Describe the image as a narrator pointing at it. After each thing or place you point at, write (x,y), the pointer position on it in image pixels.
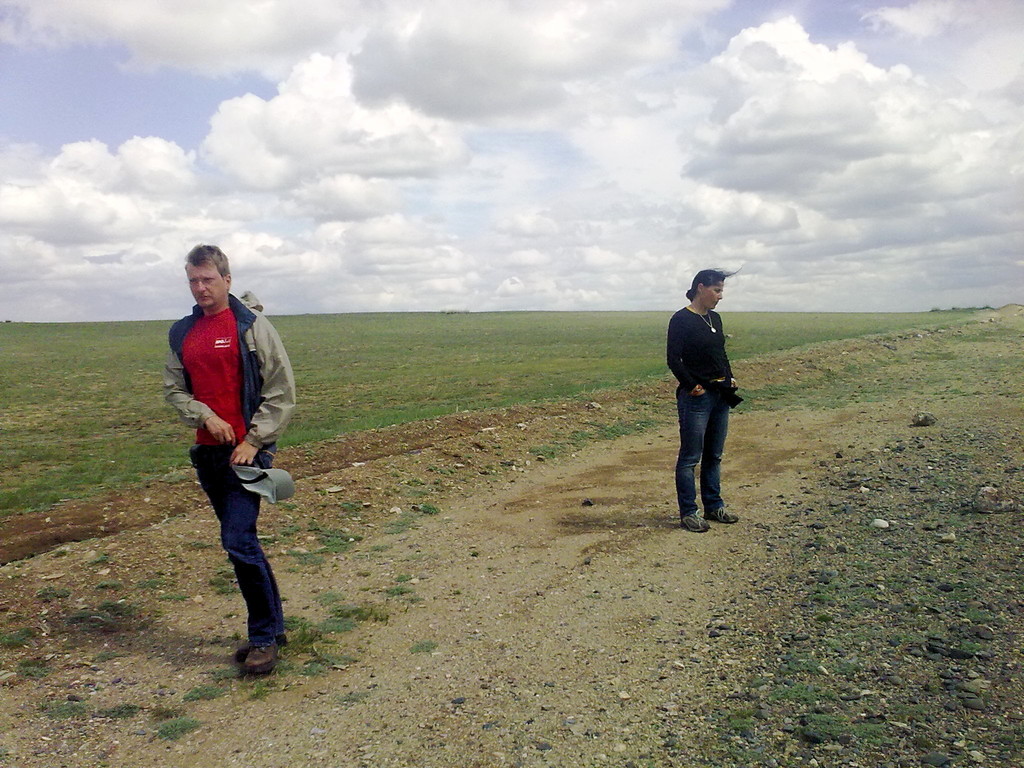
In this image we can see a man (249,427) walking and a woman (720,404) standing on the ground (465,440). Behind the persons (221,317) we can see the grass (614,373). On the right side (861,606), we can see the stones (964,652) on the ground (932,684). At the top (390,116) we can see the sky (429,219).
